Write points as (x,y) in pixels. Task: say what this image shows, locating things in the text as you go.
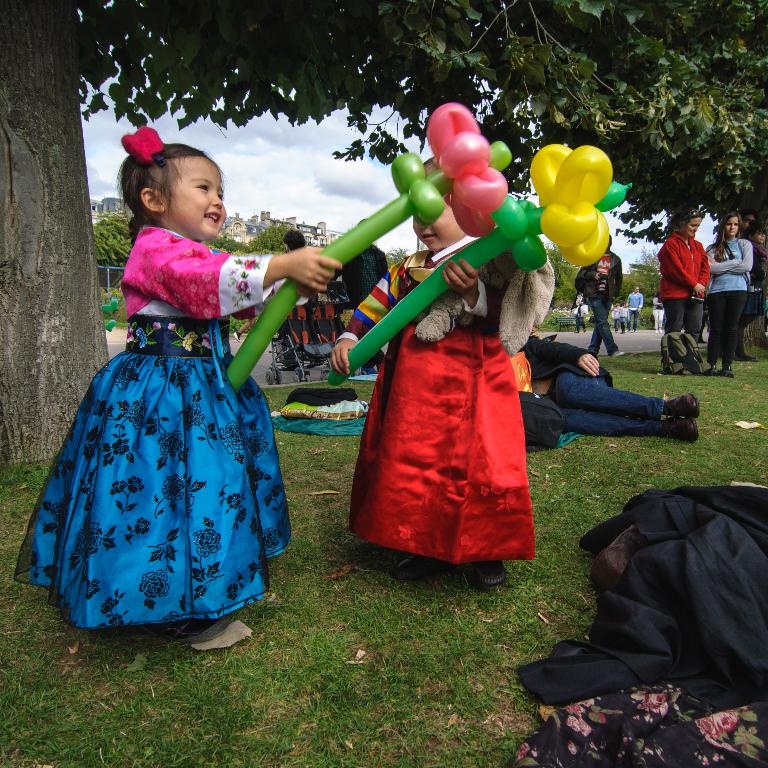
In this picture I can see there is a girl (233,448) standing and holding the balloon (377,348) and there are some people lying on the grass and some of them are standing. In the backdrop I can see there are trees (635,272) and buildings (296,226).
